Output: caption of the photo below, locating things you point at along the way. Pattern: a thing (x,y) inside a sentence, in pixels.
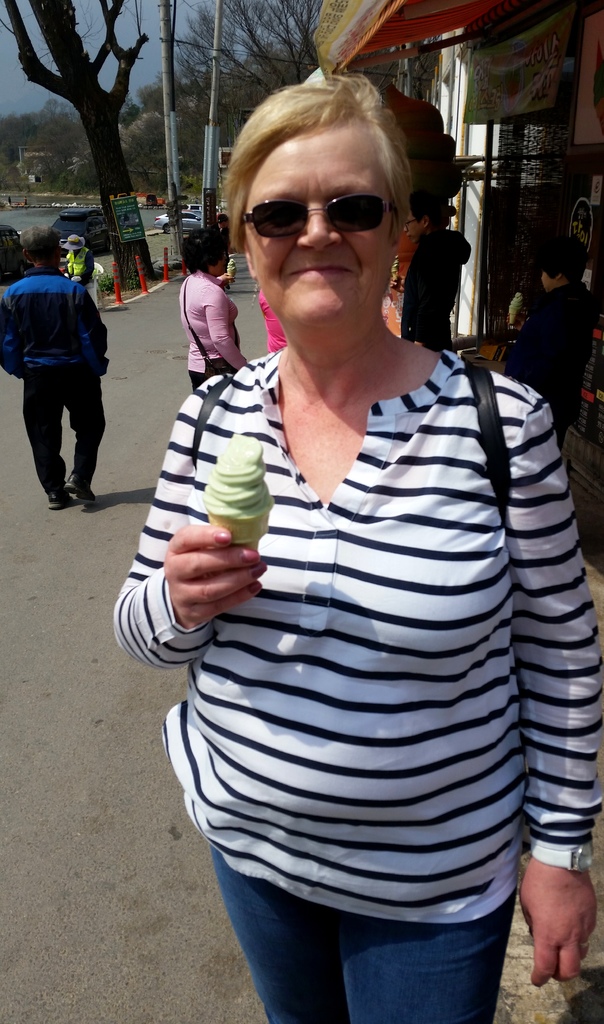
In the foreground of the picture (272,426) there is a woman (234,641) holding an ice cream (234,530), behind her there are people (455,297). In the background (203,111) there are trees (188,163), poles (173,176), vehicle (105,237) and other objects (144,231). On the right (498,69) there is a banner (523,100).
